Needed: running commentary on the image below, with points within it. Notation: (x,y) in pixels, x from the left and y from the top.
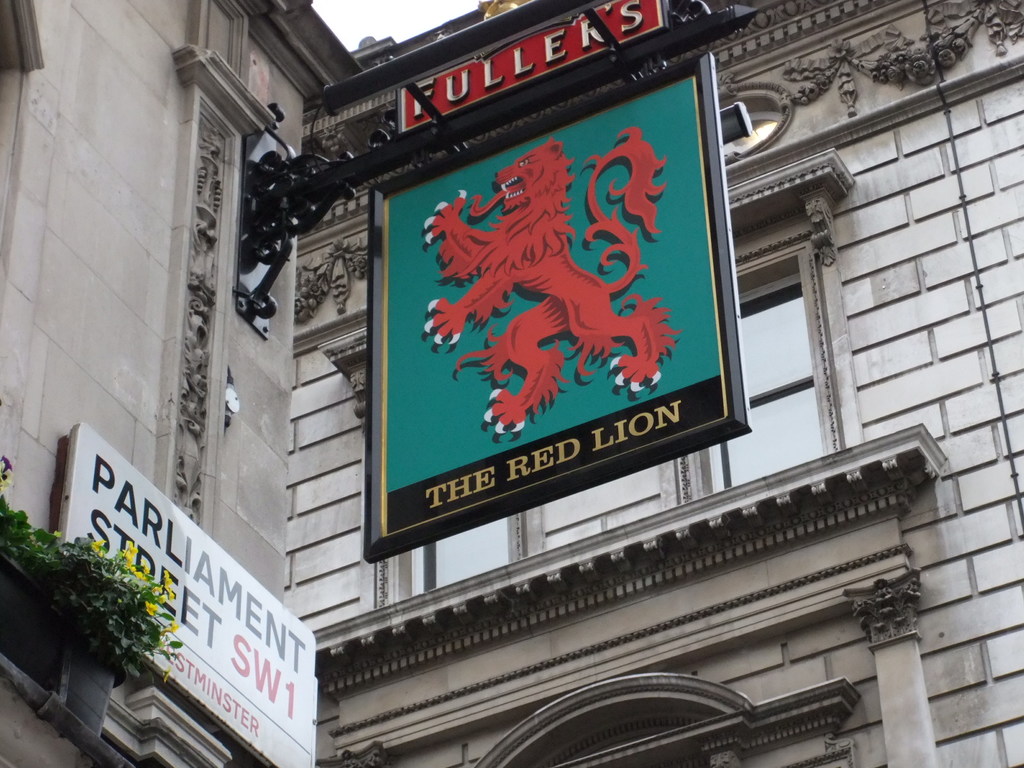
This picture is clicked outside and we can see the text (172,591) and some pictures (553,272) on the boards (158,543) and we can see the green leaves (93,596), flowers (160,600) and the building (331,257) and some other items (253,297).
